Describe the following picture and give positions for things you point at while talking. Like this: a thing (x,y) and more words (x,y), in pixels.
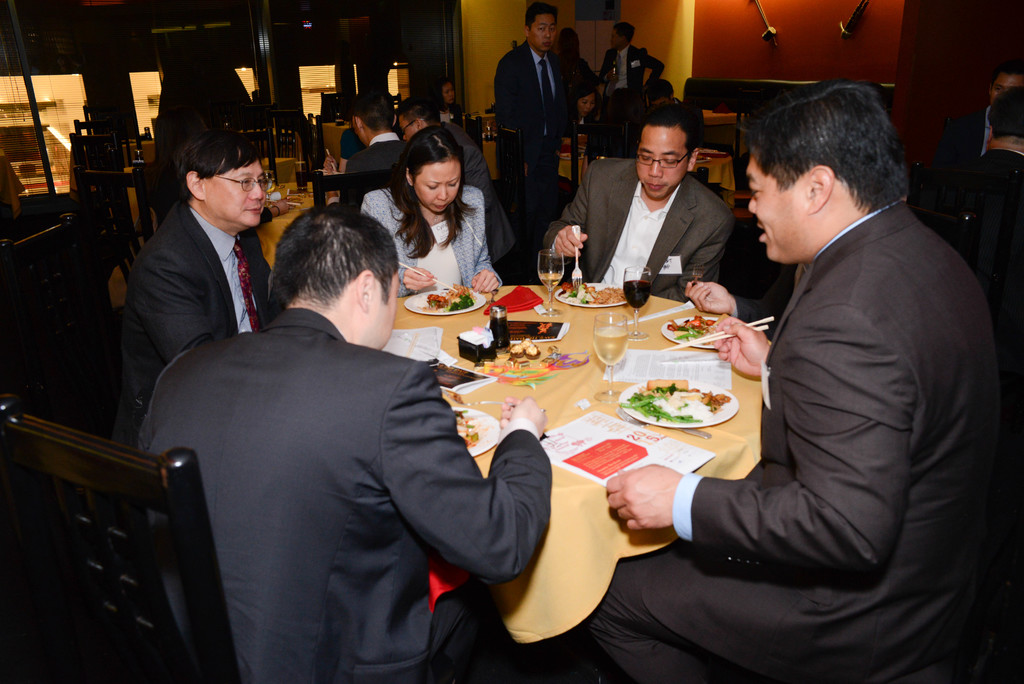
In this picture we can see a group of people (246,588) sitting on chairs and in front of them on the table (610,540) we can see plates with food items (455,295), glasses (644,288), jar (505,322), papers (519,325), chopsticks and in the background (488,45) we can see some people (465,141), chairs (272,116), tables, walls (658,31) and some objects (488,121).
